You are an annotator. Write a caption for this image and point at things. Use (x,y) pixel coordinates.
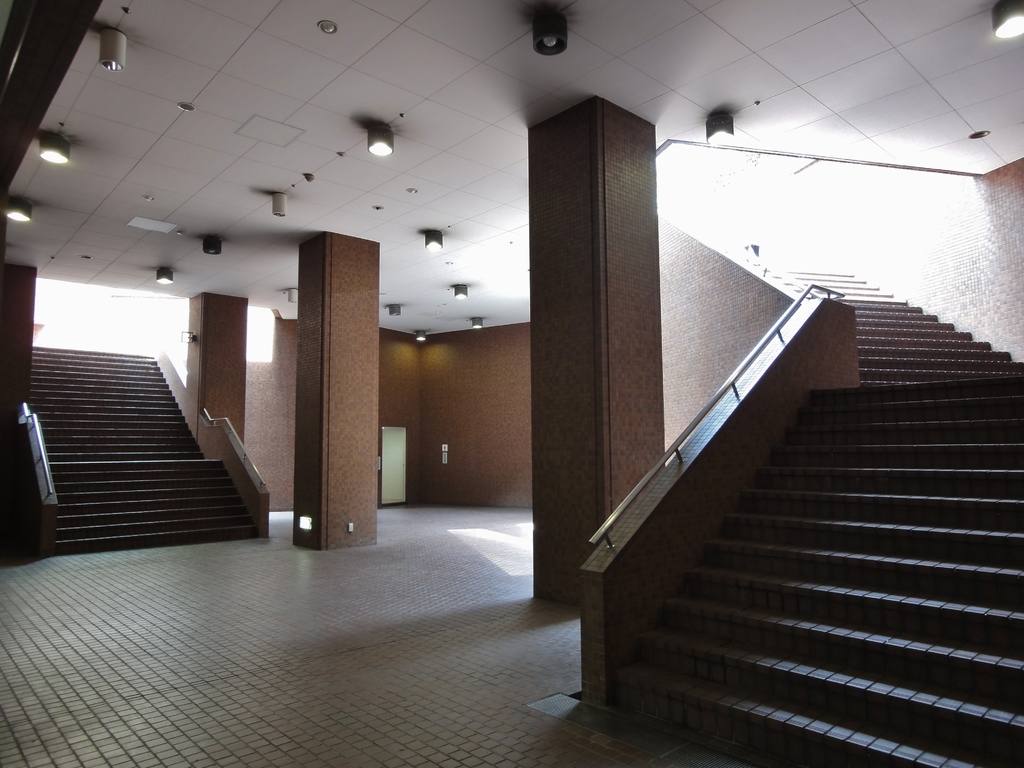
In this image we can see an inside view of a building (608,354) we can see two staircases (190,447), metal rods (795,298), poles (540,420) and some lights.
